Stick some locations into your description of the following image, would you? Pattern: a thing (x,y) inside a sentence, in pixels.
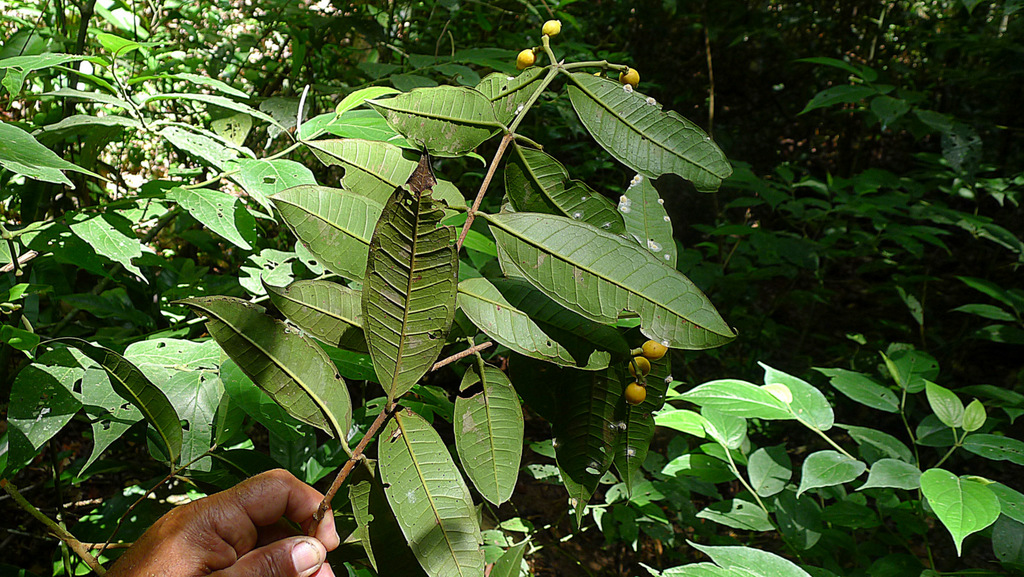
In this picture we can see a person hand (165,530) is holding a plant (397,390) and in the background (166,365) we can see trees (247,14).
